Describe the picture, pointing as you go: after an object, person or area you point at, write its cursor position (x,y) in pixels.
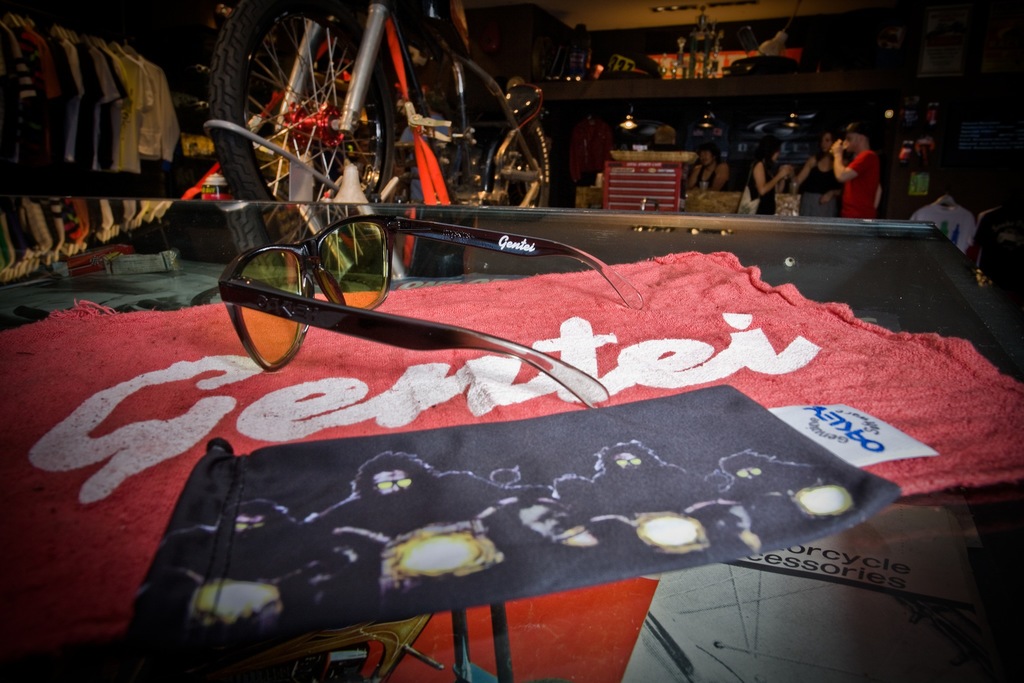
In the image we can see there are people (822,155) standing and wearing clothes (847,188). Here we can see the bicycle (359,129) and clothes (99,103) hung to the hangers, here we can see the lights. Here we can see the glass surface (745,606) on it there is a clothes (767,382) and on the cloth (534,406) we can see goggles (293,278).
